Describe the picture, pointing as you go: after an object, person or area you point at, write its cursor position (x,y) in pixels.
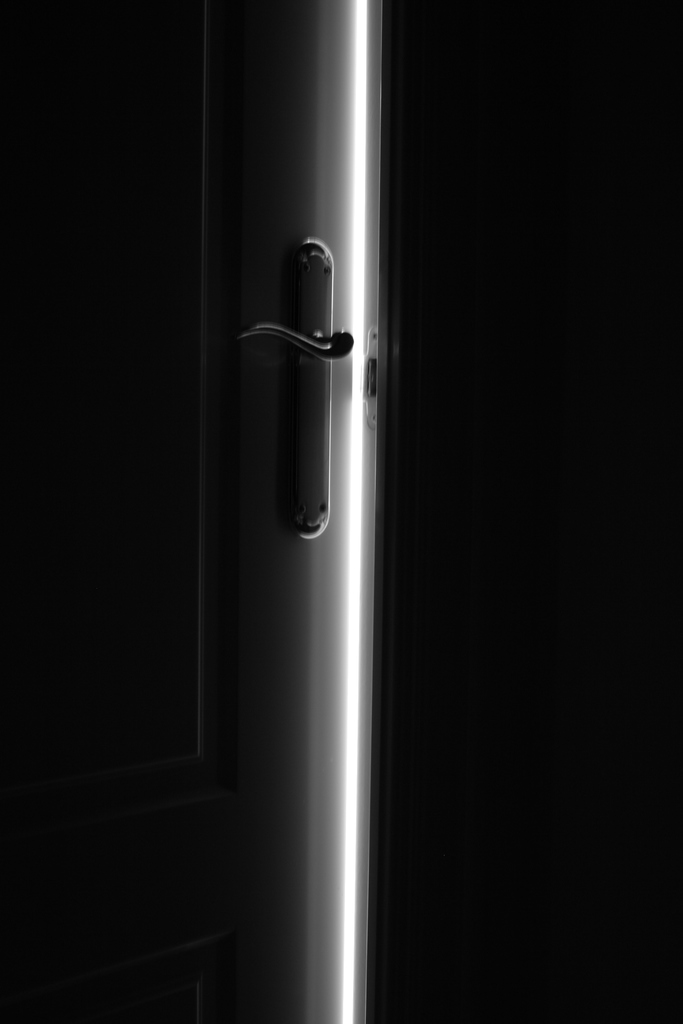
In this image we can see the handle (326,466) of a door (344,576) and a wall (449,617).
